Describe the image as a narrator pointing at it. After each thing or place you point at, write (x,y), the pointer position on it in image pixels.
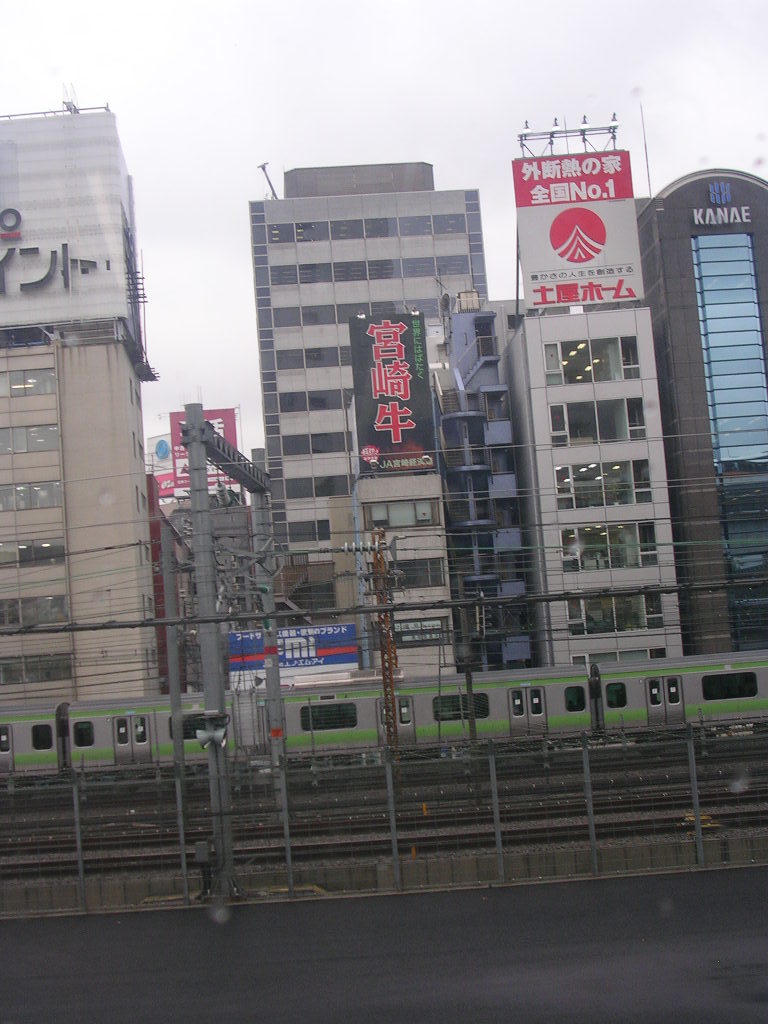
This image is taken outdoors. At the bottom of the image (267,951) there is a road (312,968). In the middle of the image (270,669) there is a pole (225,827) with a few wires (349,610). There is a railing (586,802) and a train (495,726) is moving on the track (144,833). There are many buildings (325,372) with walls (582,515), windows (617,525), doors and roofs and there are many boards (363,437) with text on them.
